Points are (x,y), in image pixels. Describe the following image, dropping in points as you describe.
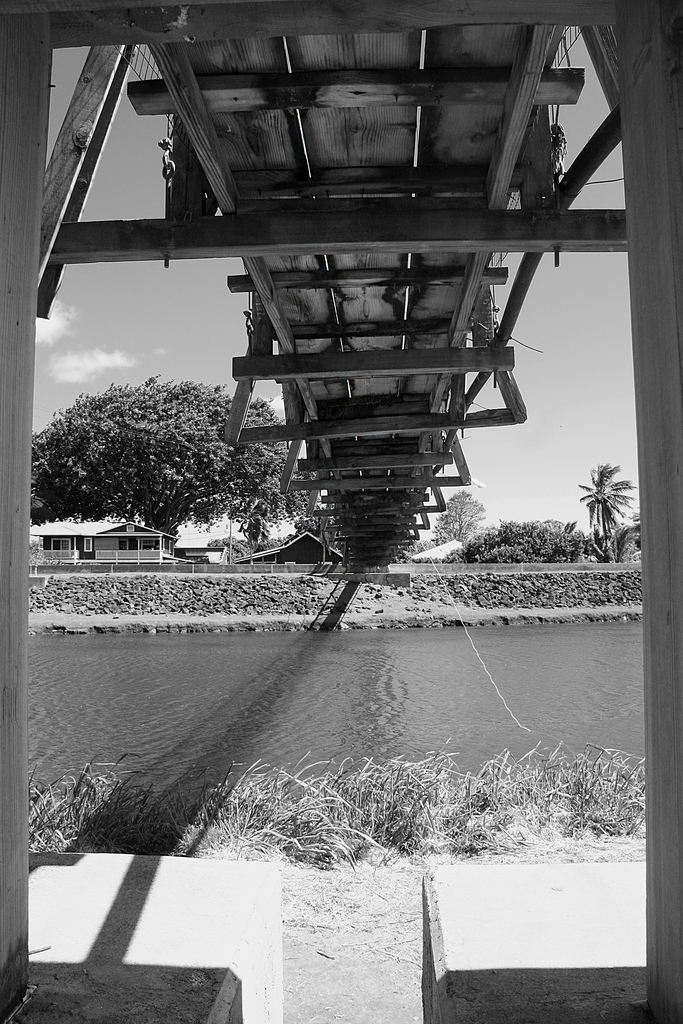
In this image I see a bridge (323,240) over here and I see the water (360,698) and grass (342,792) over here. In the background (41,513) I see the trees (41,513) and a house (57,531) over here and I see the sky (570,353).
